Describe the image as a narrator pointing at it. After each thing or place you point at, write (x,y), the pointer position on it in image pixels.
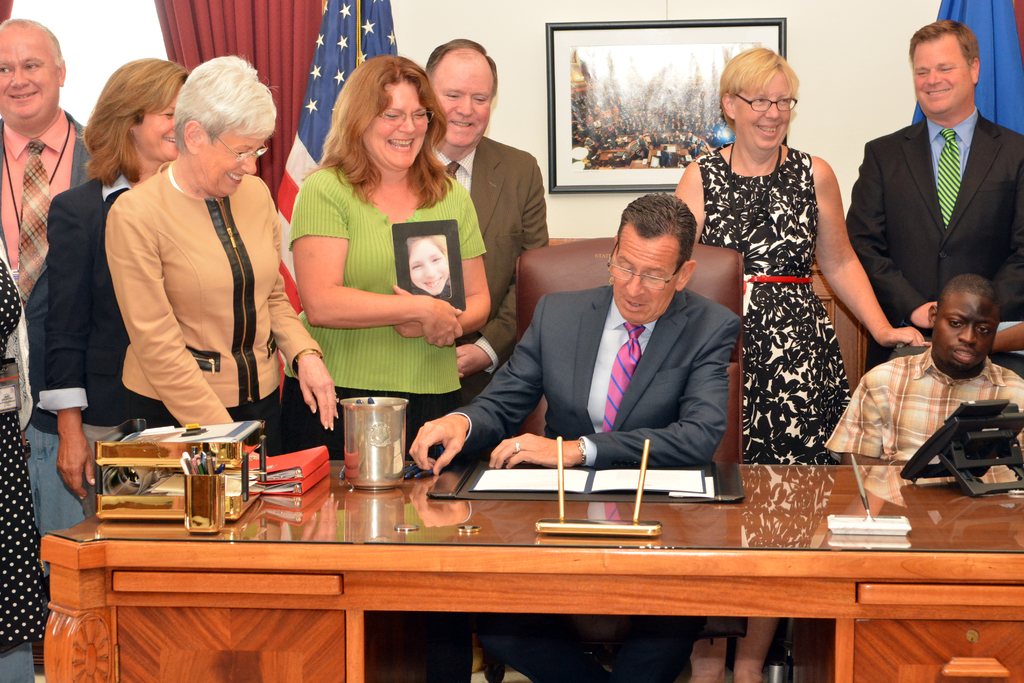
This picture shows a number of people (190,220) standing around a guy (597,347) sitting in the middle (605,376). In front of him there is a table (668,506) on which some files (310,482) a jar (361,478) and pen holders (200,507) placed here. There were men (67,181) and women (750,148) in the group (789,197). In the background (628,112), there is a photo frame (577,74) attached to the wall (427,24) and a flag (330,64) is here. We can observe a red color curtain (223,31) too.
